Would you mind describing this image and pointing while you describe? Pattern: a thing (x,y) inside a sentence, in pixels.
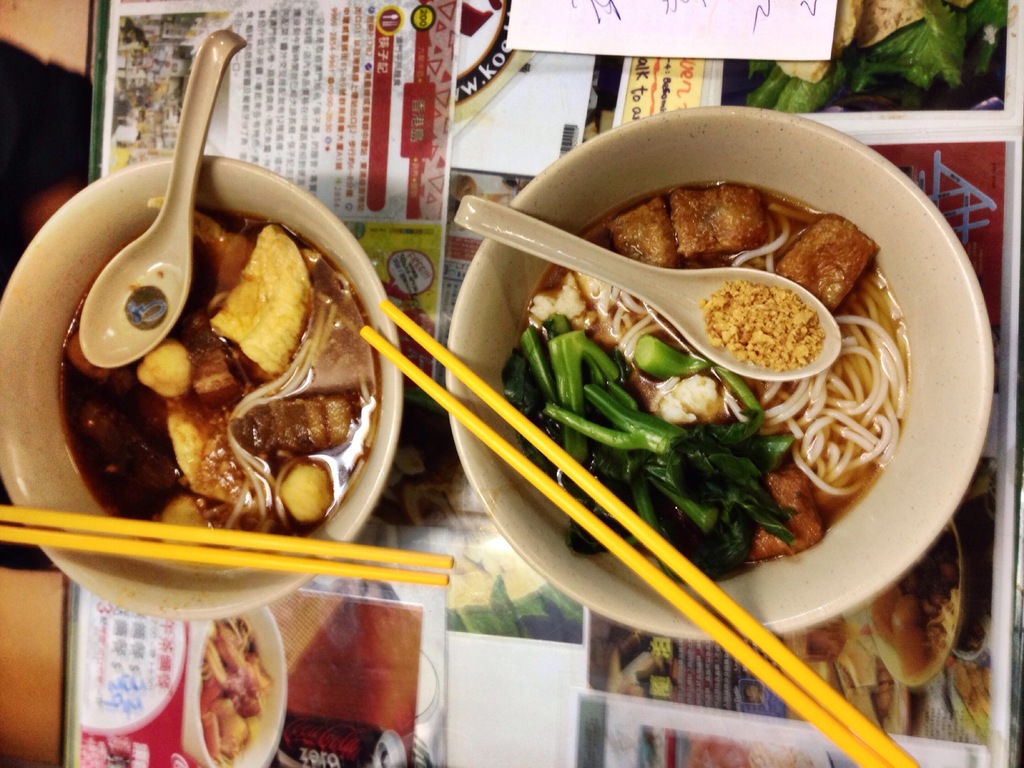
In this picture we can see two bowls (727,147) and chop sticks (455,356) on it and spoons (678,304) in it and this two bowls (312,203) are placed on a table (399,127) glass (582,58) papers (444,58) on it.
